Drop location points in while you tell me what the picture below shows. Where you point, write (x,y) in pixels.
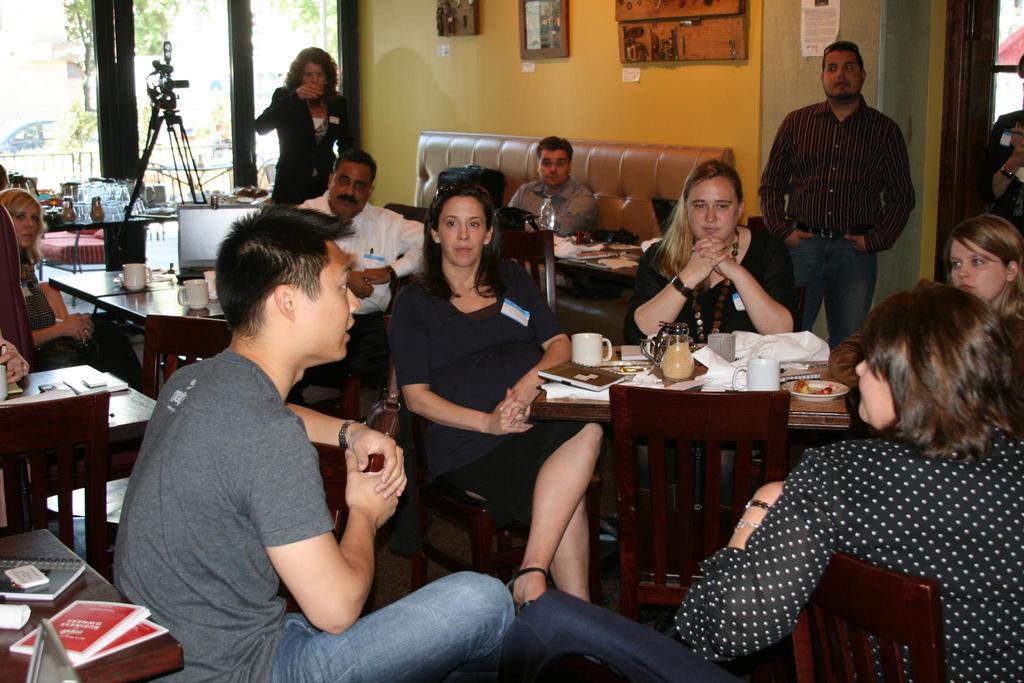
In this picture we can see a group of people (297,369) where some are sitting on chairs (411,442) and some are standing and in front of them there is table (536,403) and on table (536,403) we can see cup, book (575,370), jug (663,365), papers (764,350), plate (823,383) with food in it, bottle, laptop (221,236) and in background (57,180) we can see camera (167,69) on stand (178,166), windows (135,48), trees (147,45), fence (2,169), wall (504,76) with frames (686,36).
